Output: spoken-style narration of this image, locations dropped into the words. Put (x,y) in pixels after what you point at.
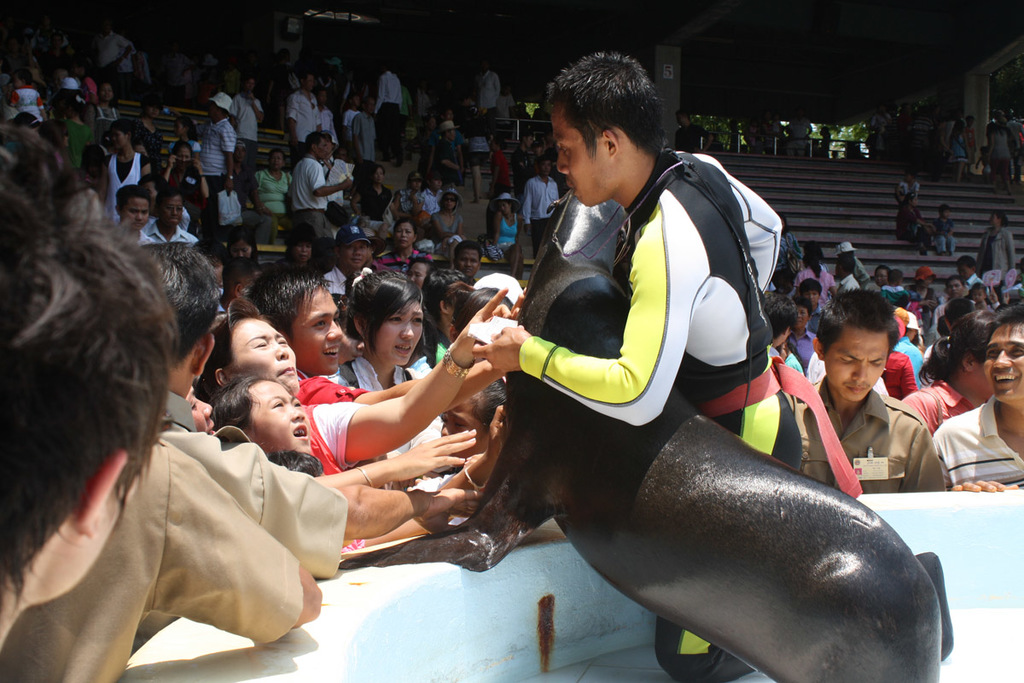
In the middle (656,315) a man (672,326) is standing by holding the black color object (717,574). On the left side (317,368) few people (435,321) are standing and talking with him. In the middle (409,264) few persons (356,238) are sitting on the staircase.
